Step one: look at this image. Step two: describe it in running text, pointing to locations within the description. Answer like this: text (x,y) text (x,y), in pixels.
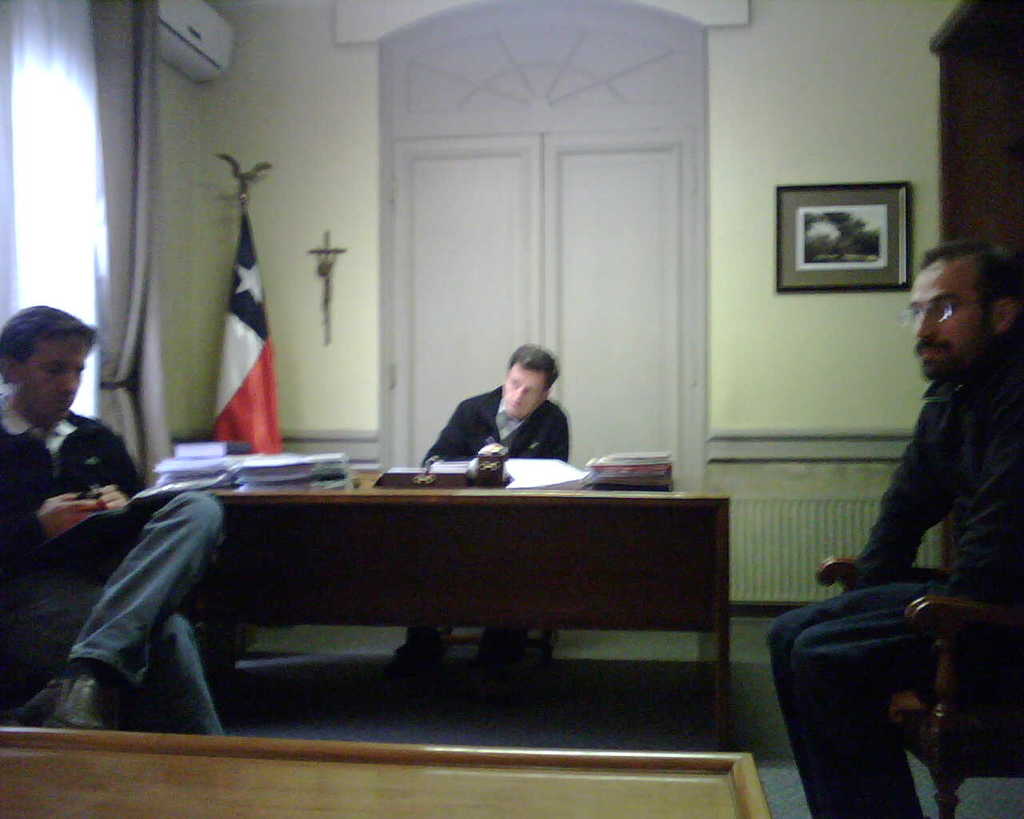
In this picture I can see there are three persons (525,359) sitting on the chairs (969,721) and the person (518,401) at the center (363,527) is having a table (392,515) and there are few papers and there are books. There is a window (48,170) into left and there is a curtain (105,70).
